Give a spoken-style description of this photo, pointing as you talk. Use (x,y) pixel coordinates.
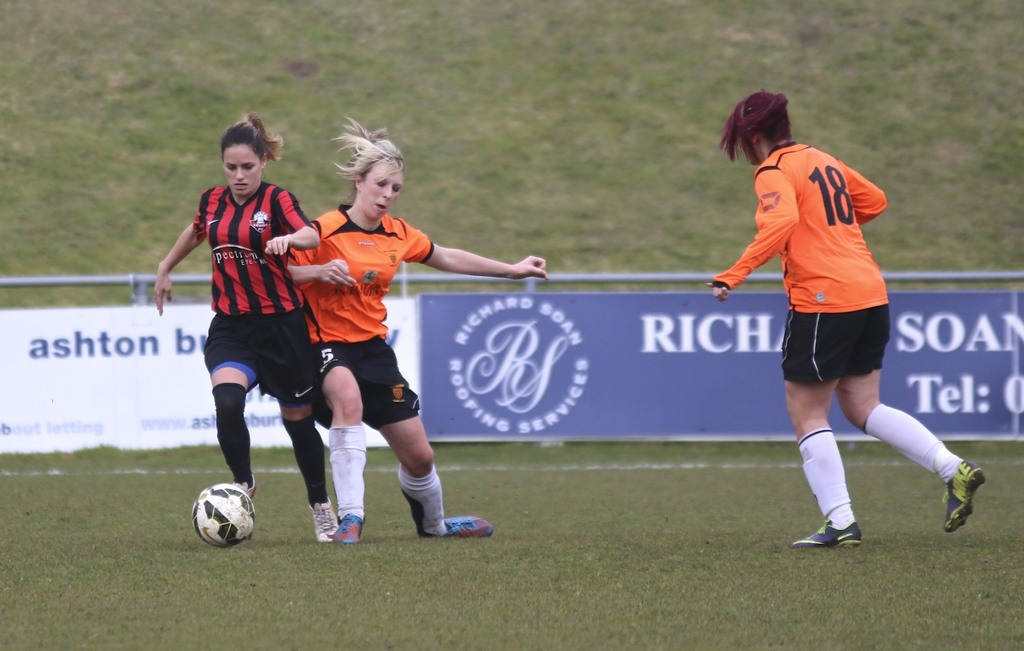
there is ground (299,74) the three women (243,443) are playing the foot ball (215,513) and the one woman (820,334) is running and the other two women (324,324) are playing the foot ball (213,500).
